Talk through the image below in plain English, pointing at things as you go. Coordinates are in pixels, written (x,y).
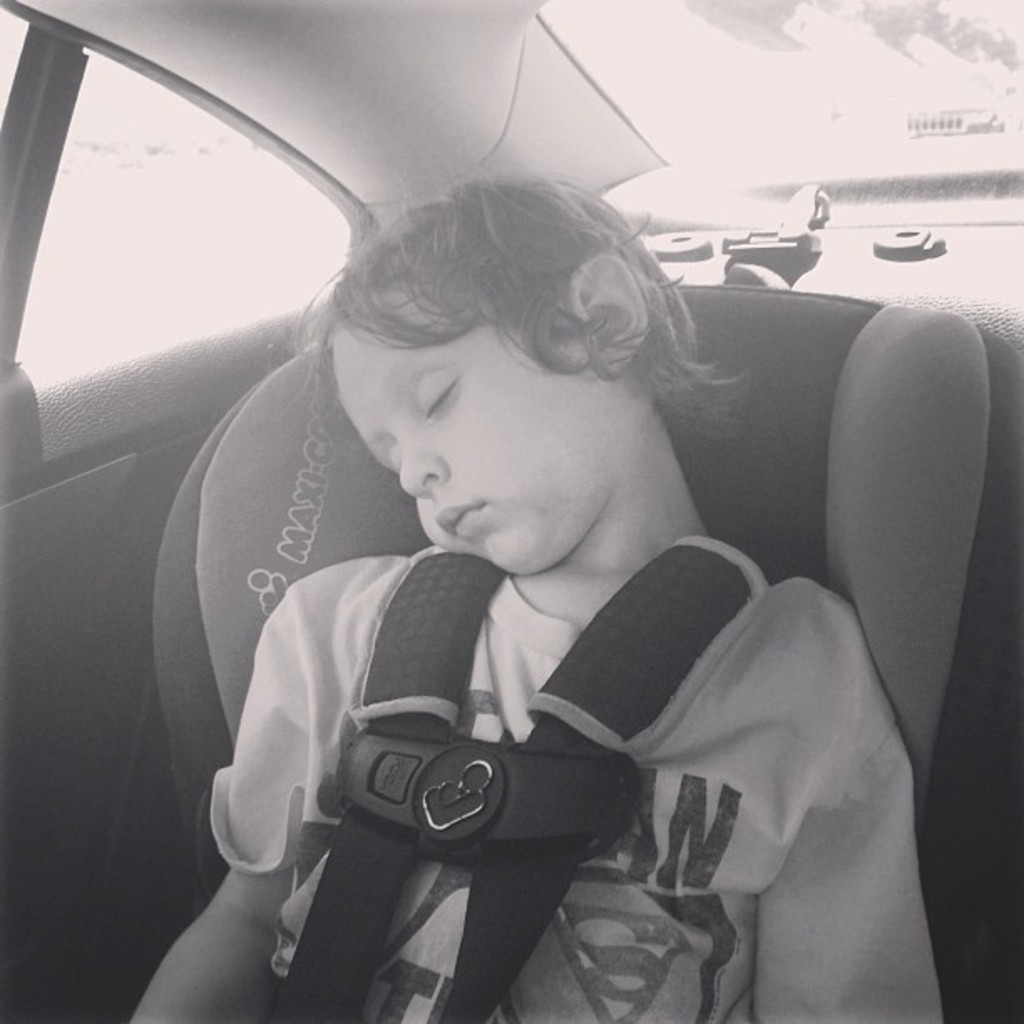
In this image there is a boy (643,274) sleeping inside the car (51,209).
